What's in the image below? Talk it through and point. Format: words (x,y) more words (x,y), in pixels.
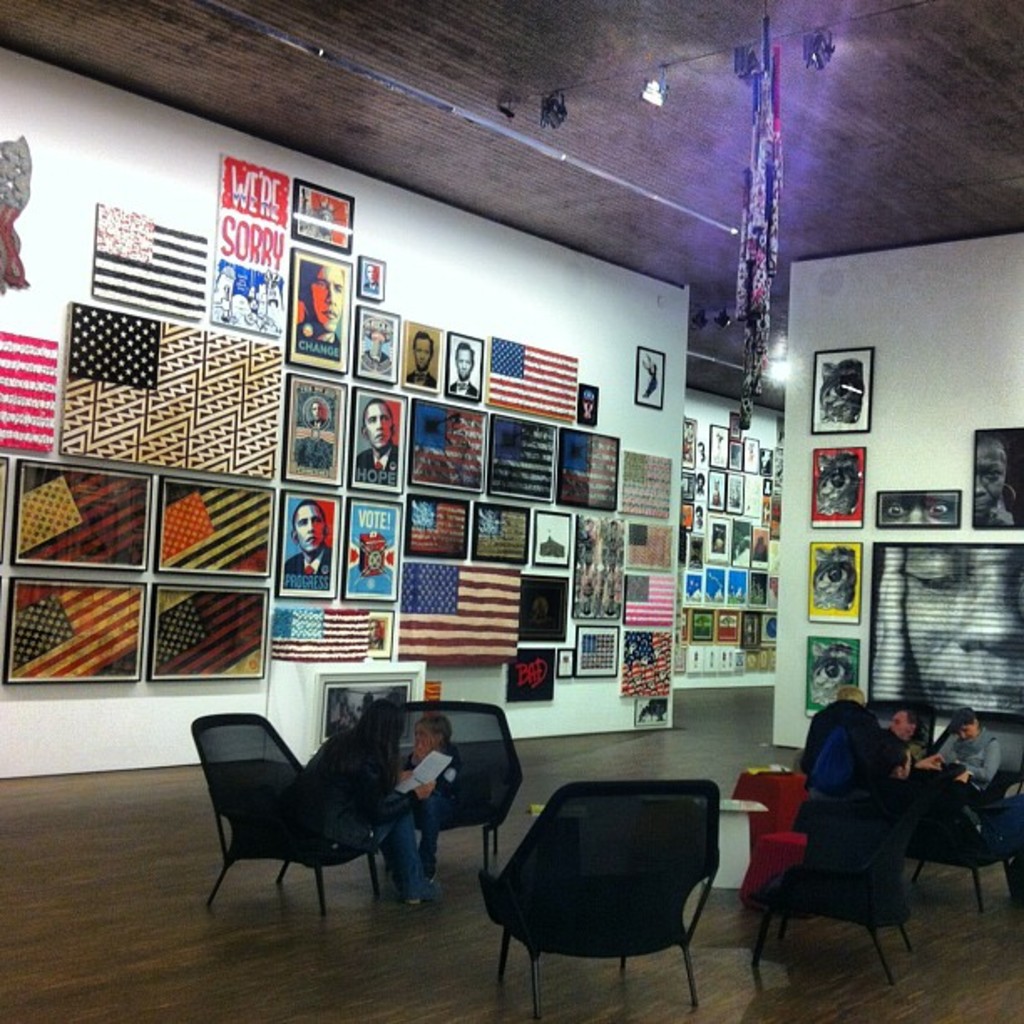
In this Image I see few people (421,732) who are on chairs (241,761) and I see the wall (986,244) on which there are frames (15,638).
